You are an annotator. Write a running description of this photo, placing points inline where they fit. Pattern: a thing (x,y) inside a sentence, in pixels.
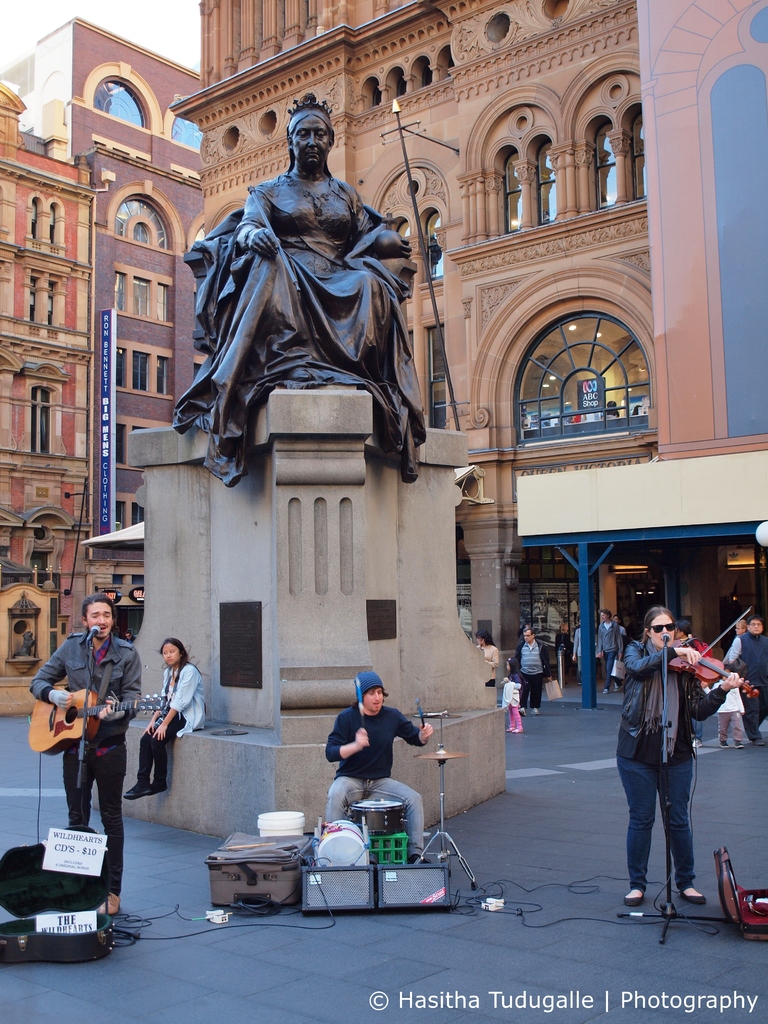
This is the picture of a street (703,1021) where we have a statue (206,337) in the street (506,740) and people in front of the statue (290,624) playing some musical instruments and behind the statue (298,228) there are some buildings (520,350) and also people near the building (541,563) and a lady (182,649) sitting near the statue (383,420).
